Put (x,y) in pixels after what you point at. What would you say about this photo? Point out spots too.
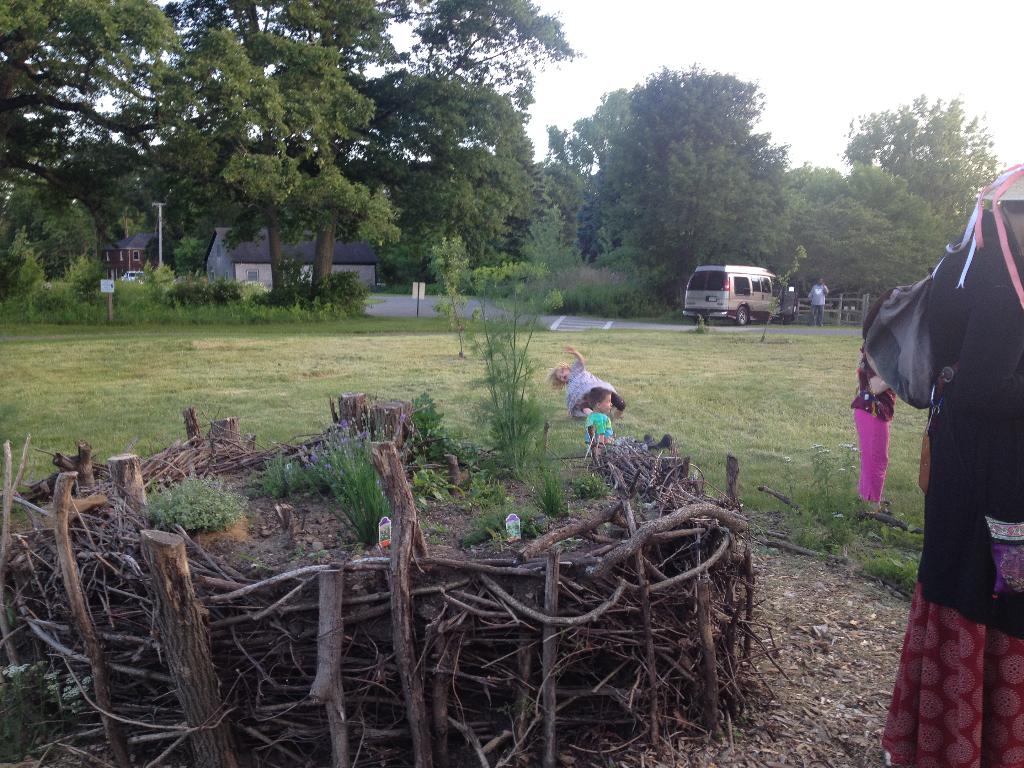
In this picture I can see a woman (933,635) on the right (915,667) and in front (53,628) I can see number of wooden sticks (292,585). In the middle of this picture (370,401) I can see the grass (808,397) on which there are 2 children (572,388). In the background (42,287) I can see the plants (56,321), number of trees (458,174), few buildings (233,260), a vehicle (709,282), a person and the sky (583,52).
